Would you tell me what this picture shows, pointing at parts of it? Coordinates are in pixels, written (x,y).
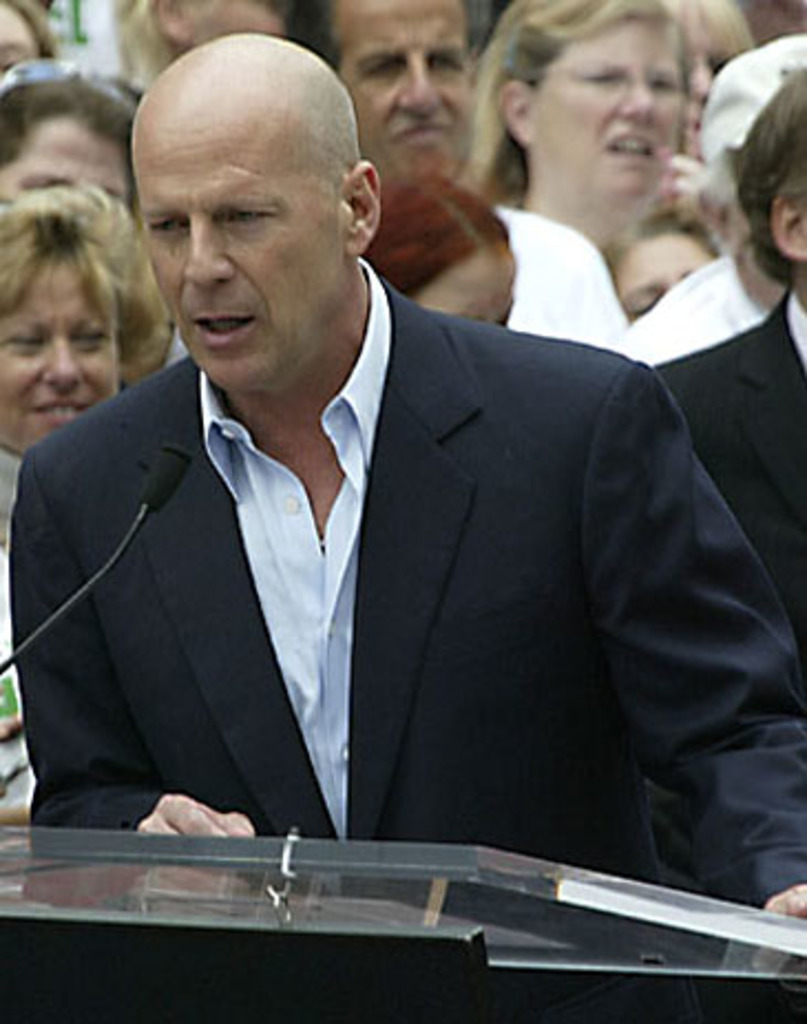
In this picture we can see a group of people (306,540). In front of a man (358,250) we can see a mic (173,452) and the podium (296,874).
